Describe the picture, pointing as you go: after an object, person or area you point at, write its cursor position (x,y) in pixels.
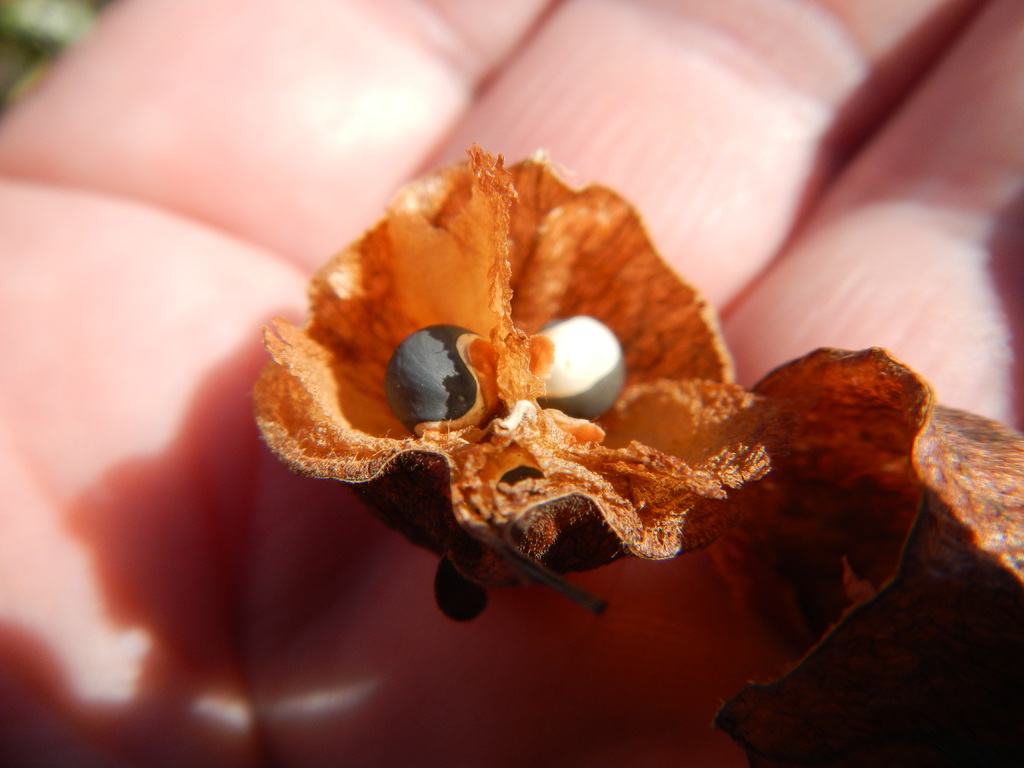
In this image we can see flowers (635,343) and a human hand (834,253).
